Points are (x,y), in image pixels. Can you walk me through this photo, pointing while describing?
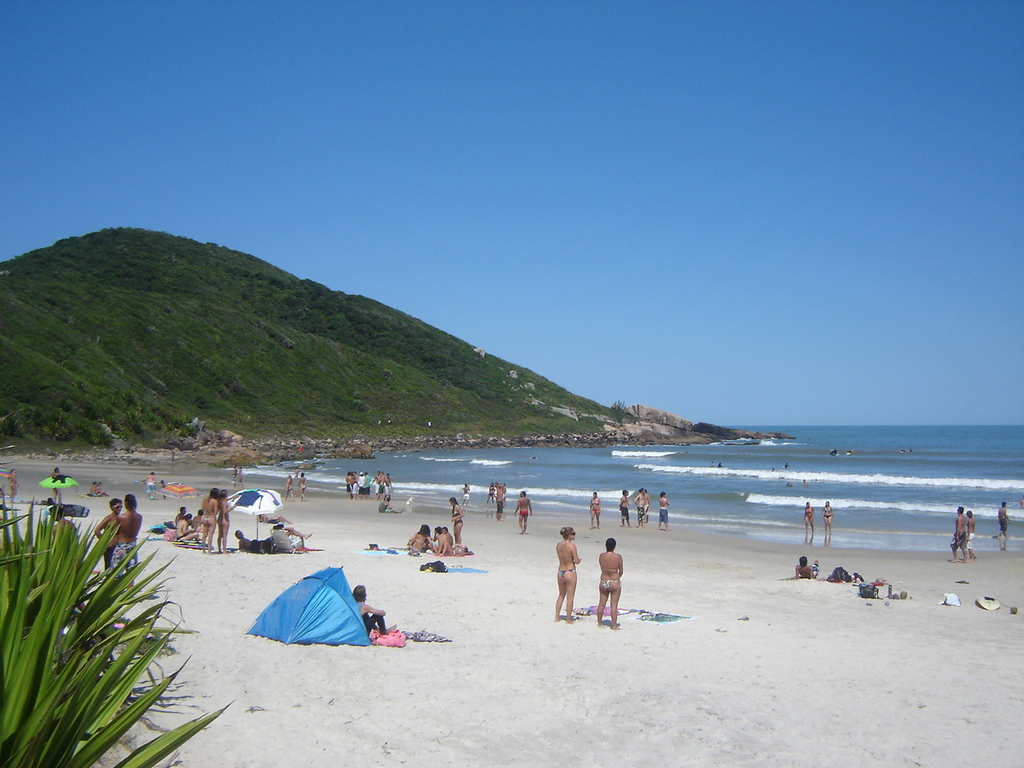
This image is taken outdoors. At the top of the image (147,154) there is the sky (664,242). At the bottom of the image (404,707) there is a ground (504,646). On the left side of the image (108,645) there is a plant (40,727). There is a hill (295,398) with a few plants (153,409) on it and there are a few stones (641,435) and rocks (629,424) on the ground (315,518). There is a ground (81,342) with grass (78,328) on it. On the right side of the image (770,468) there is a sea (895,479) with water (905,476) and waves (898,475). In the middle of the image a few people (241,550) are lying on the mats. A few (226,537) are standing on the ground (511,537) and a few (958,513) are walking. There is an umbrella (252,507) and there is a tent (319,608).
